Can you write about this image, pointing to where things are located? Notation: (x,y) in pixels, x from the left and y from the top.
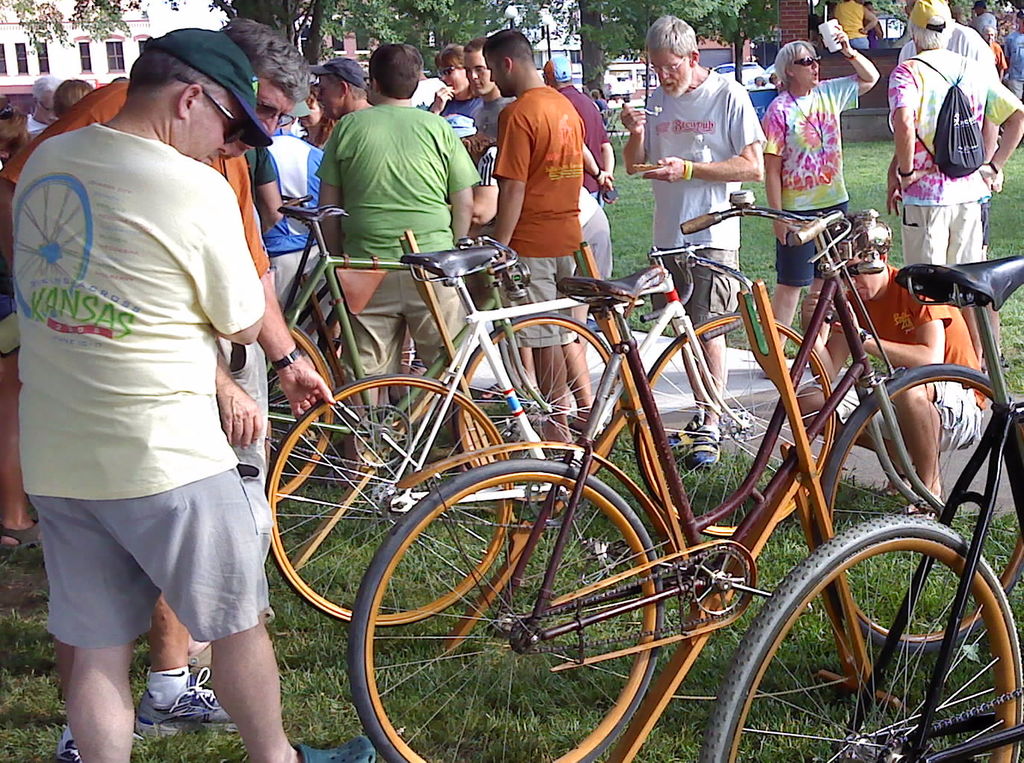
In the center of the image (385,280) we can see a few people (37,186) are standing and few people (220,170) are holding some objects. And we can see the cycles (639,471), grass (727,491), path (674,425) etc. In the background (360,1), we can see buildings (118,32), windows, trees (105,2), vehicles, few people (296,132) are standing and a few other objects (815,33).
